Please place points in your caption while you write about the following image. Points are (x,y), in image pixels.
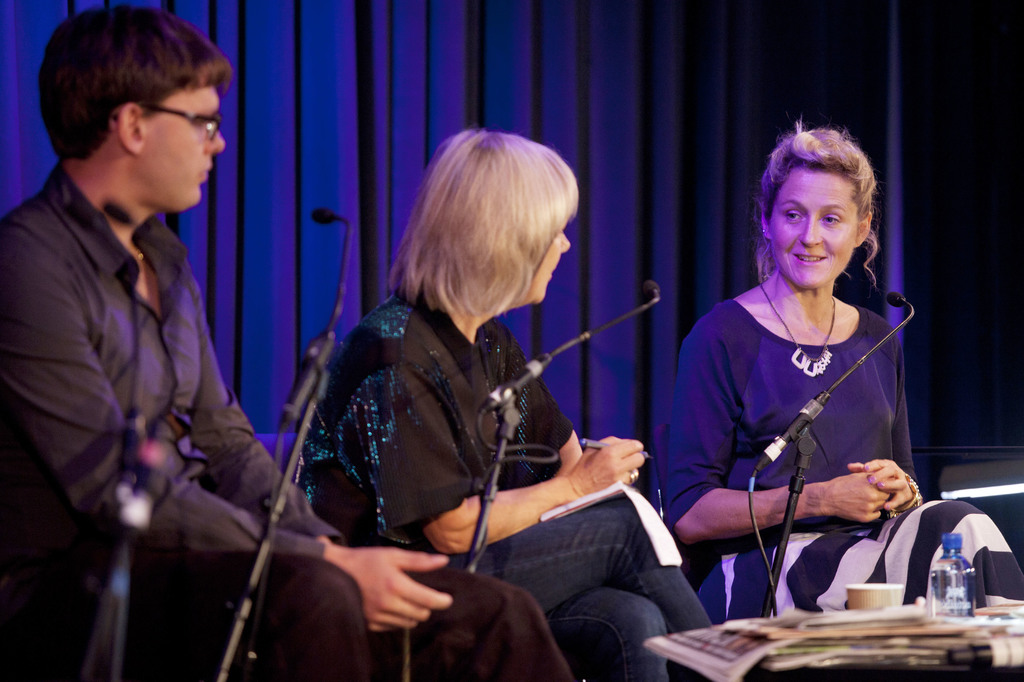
In the image there are two women (760,522) and man (157,554) sitting with mics (780,542) in front of them, behind them there is a purple curtain (338,112), on the right side (810,649) there is a table (791,670) with newspapers (838,634), water bottle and cup (876,610) above it.
